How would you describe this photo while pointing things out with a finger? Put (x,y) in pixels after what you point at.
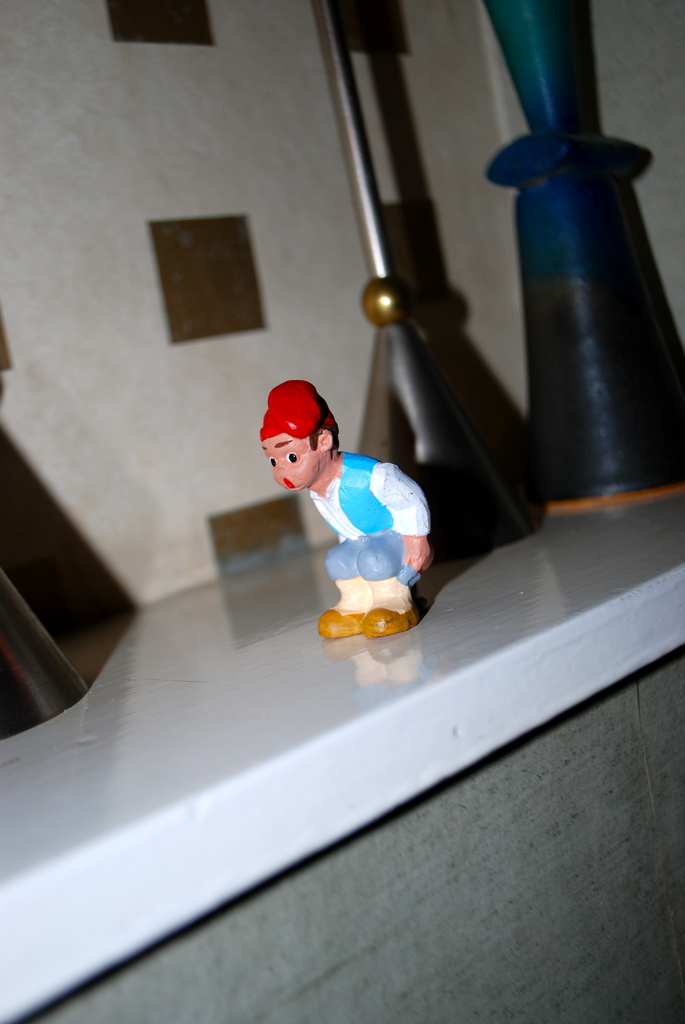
In this image, we can see a toy (328,562) and few objects (8,693) on the white shelf (359,683). Background (157,323) there is a wall (143,292). At the bottom (480,957), we can see ash color.
